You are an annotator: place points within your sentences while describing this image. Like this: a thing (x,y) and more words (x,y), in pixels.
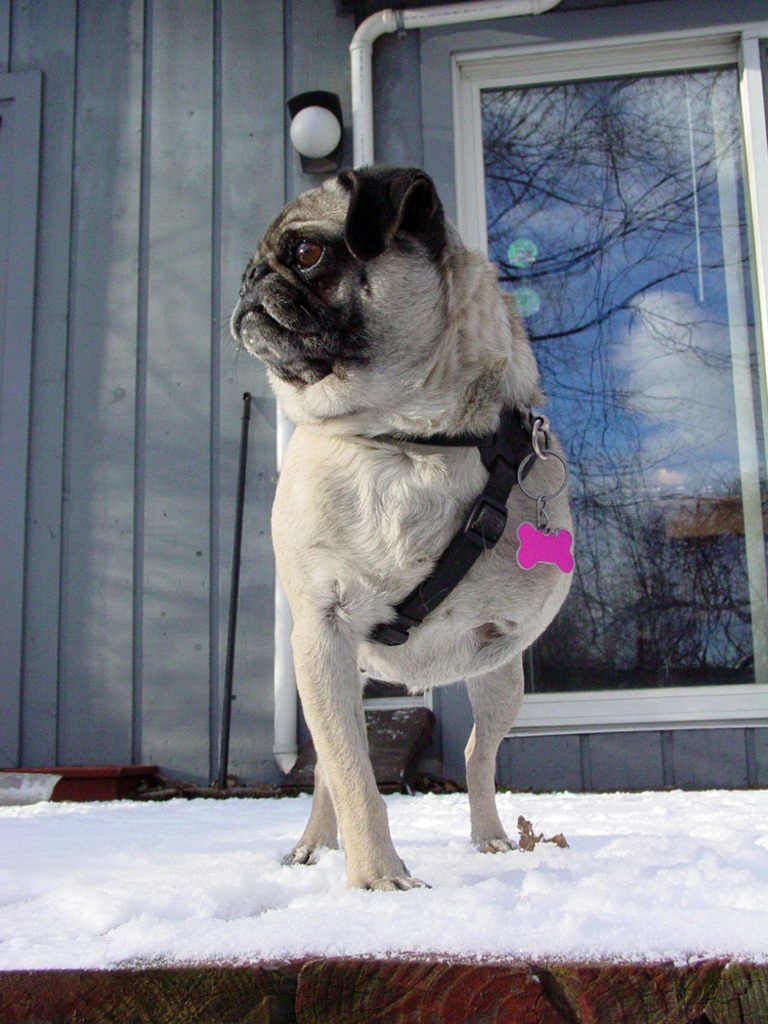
There is a dog (439,485) with a belt (495,513) is standing on the snow (394,844). In the back (203,84) there is a wall (217,153) and a window (612,233). On the window (576,214) there is a reflection (558,202) of sky (637,204) with clouds (718,362).
